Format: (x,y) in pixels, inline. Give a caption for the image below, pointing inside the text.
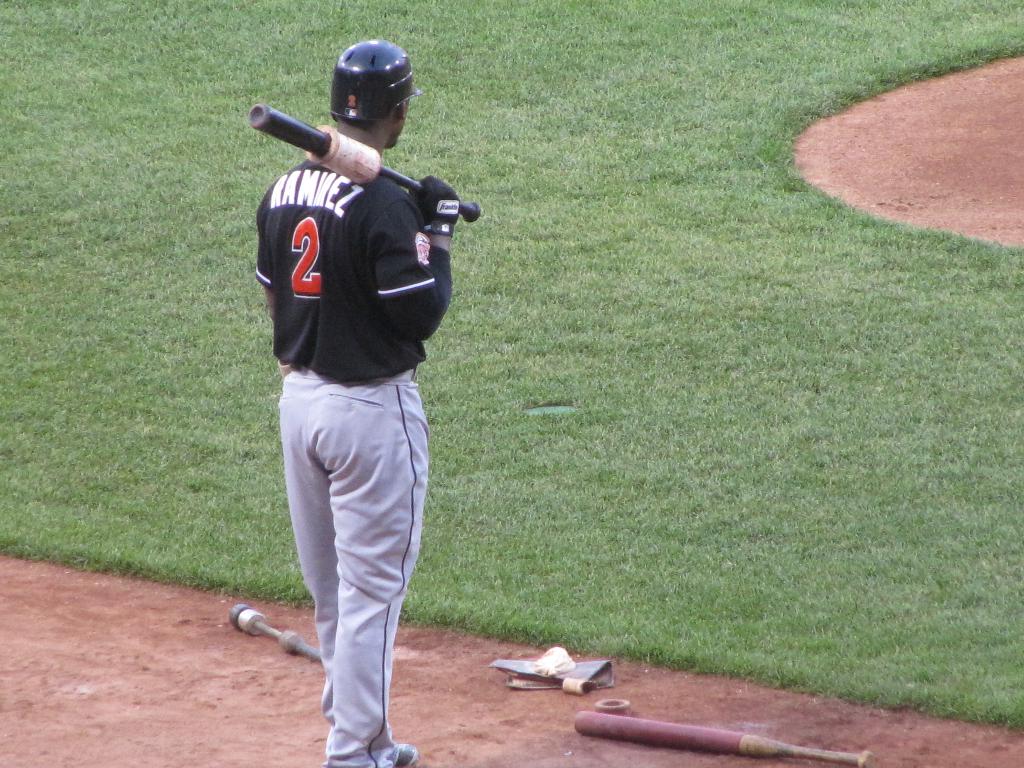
There is a person (317,304) wearing a helmet (379,69) and glove (434,206). He is holding a bat (310,128). On the ground (230,634) there is a bat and some other things (526,665). Also there is a grass lawn (264,148).
